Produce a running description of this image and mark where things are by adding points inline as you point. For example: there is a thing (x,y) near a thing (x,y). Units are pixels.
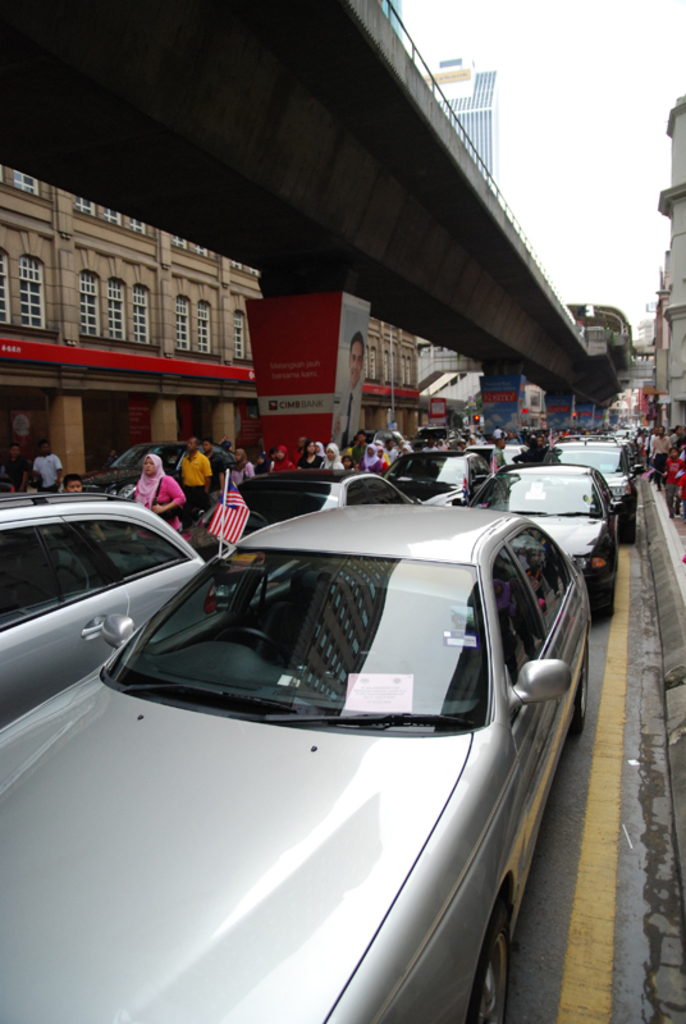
In this picture there are vehicles (361,588) stuck in traffic (162,797) here and there is a bridge (202,114) here. There are few people (273,469) walking on the road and the sky (594,142) is clear.
